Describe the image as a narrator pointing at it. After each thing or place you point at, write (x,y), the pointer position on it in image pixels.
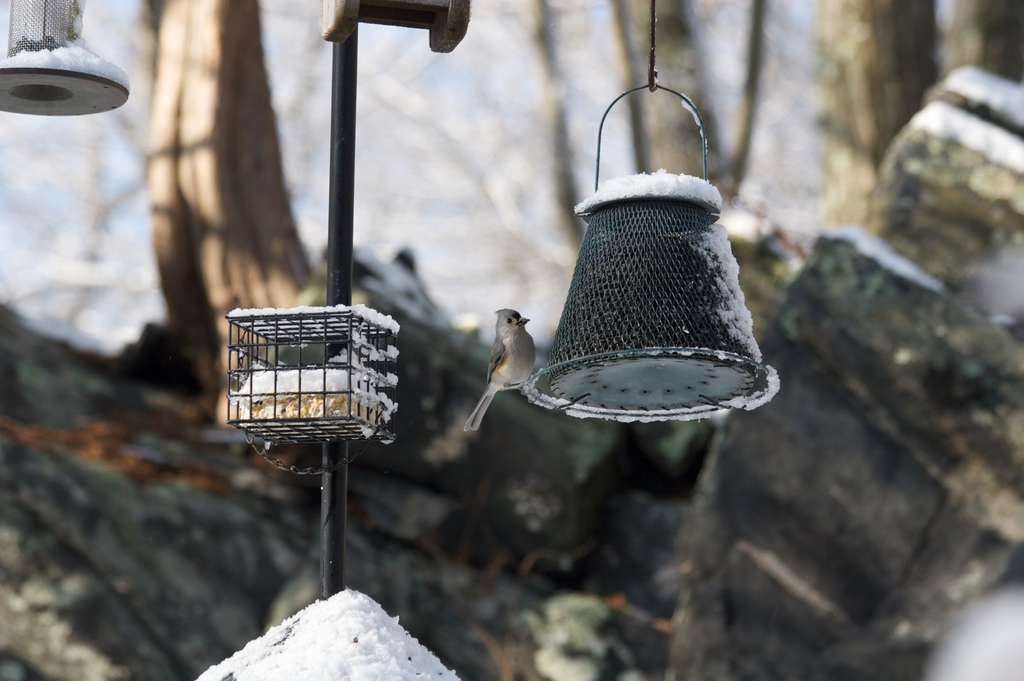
In this image we can see a bird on an object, also we can see the snow (364,310) and a pole (344,332) with an object (327,416), which looks like a cage (349,374). The background (28,203) is blurred.
